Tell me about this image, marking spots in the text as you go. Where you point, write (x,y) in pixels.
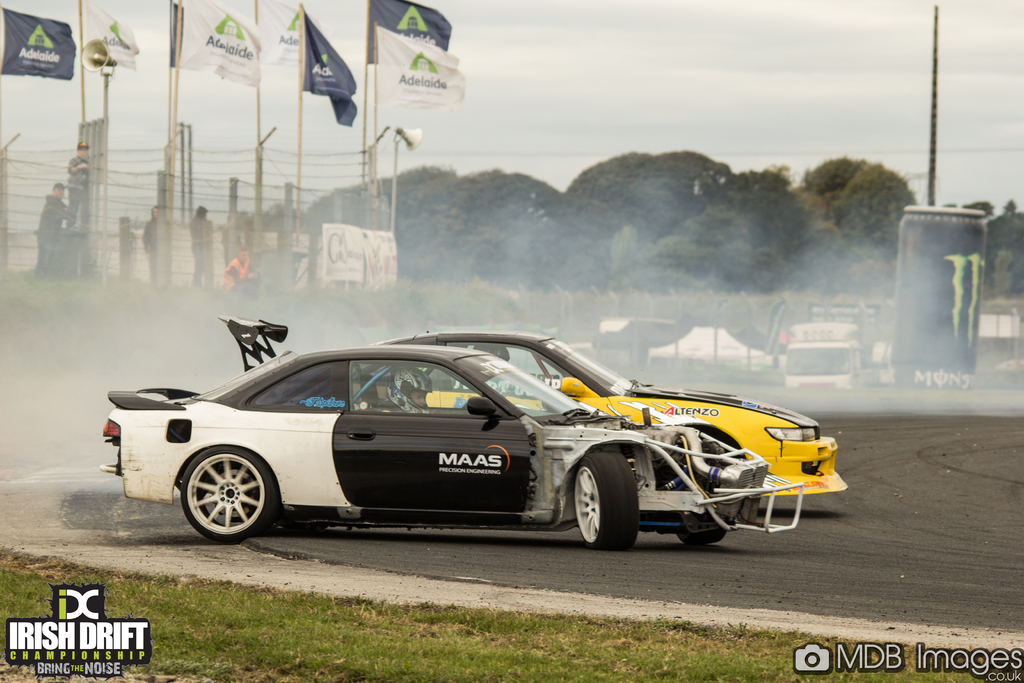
In this image in the front (291,611) there's grass (364,639) on the ground (361,618). In the center (490,440) there are cars (616,438) with the persons (415,386) sitting inside the cars (447,383) and there are some text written on the cars (570,431). On the left side (152,233) there are persons (195,234) standing, there are flags (237,37), and there are speakers (411,143). In the background (571,224) there are trees (704,216) and the sky (728,88) is cloudy.
